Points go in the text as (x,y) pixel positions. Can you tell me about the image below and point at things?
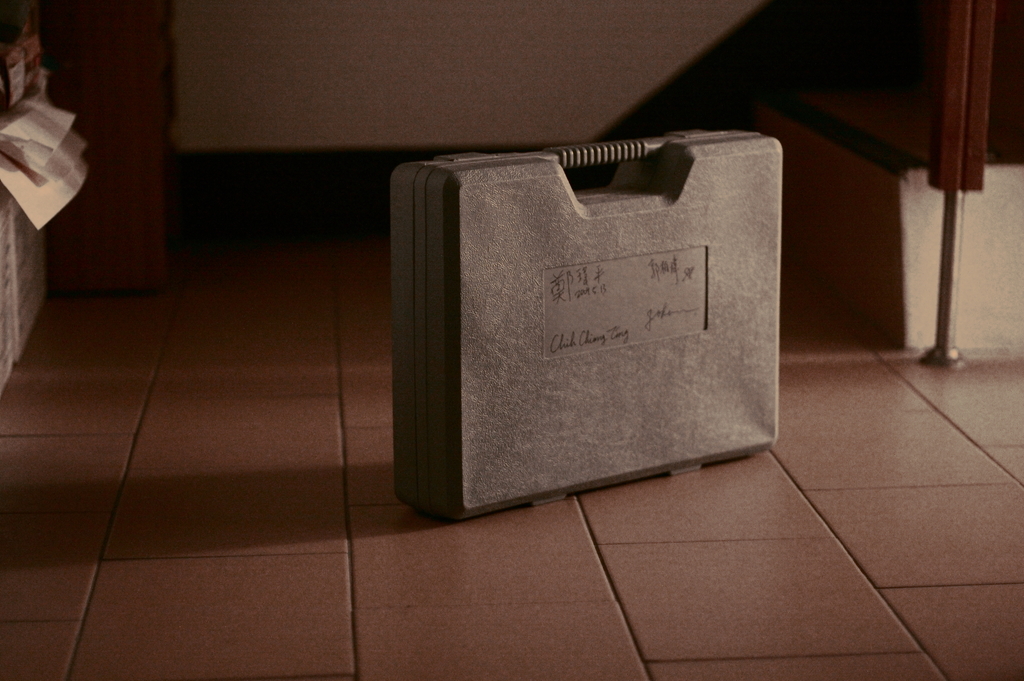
There is a suitcase (650,304) on the floor (270,334).
